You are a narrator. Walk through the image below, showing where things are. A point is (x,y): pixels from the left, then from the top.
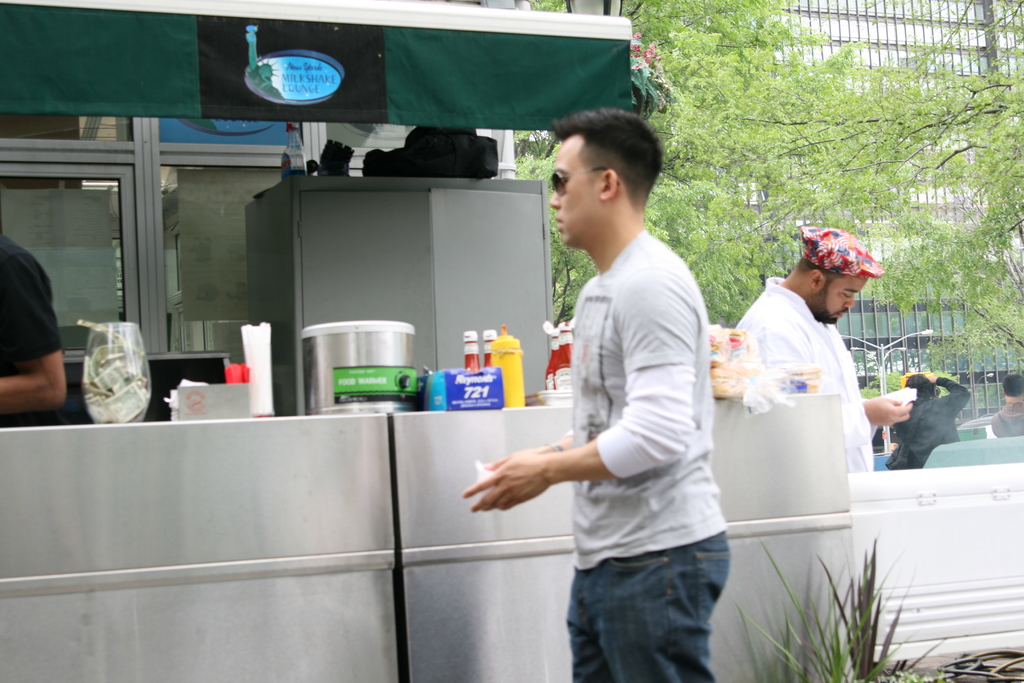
A man (613,372) is standing and holding an object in his hands (507,483) and there are bottles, food items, tin (311,332), tissue papers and other objects (114,421) on a platform (280,628) and there is a cupboard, glass doors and a tent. There are two persons (16,391) standing. In the background (818,104) on the right side (880,381) there are trees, light poles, building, glass doors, few persons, boxes (897,570) and a plant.
